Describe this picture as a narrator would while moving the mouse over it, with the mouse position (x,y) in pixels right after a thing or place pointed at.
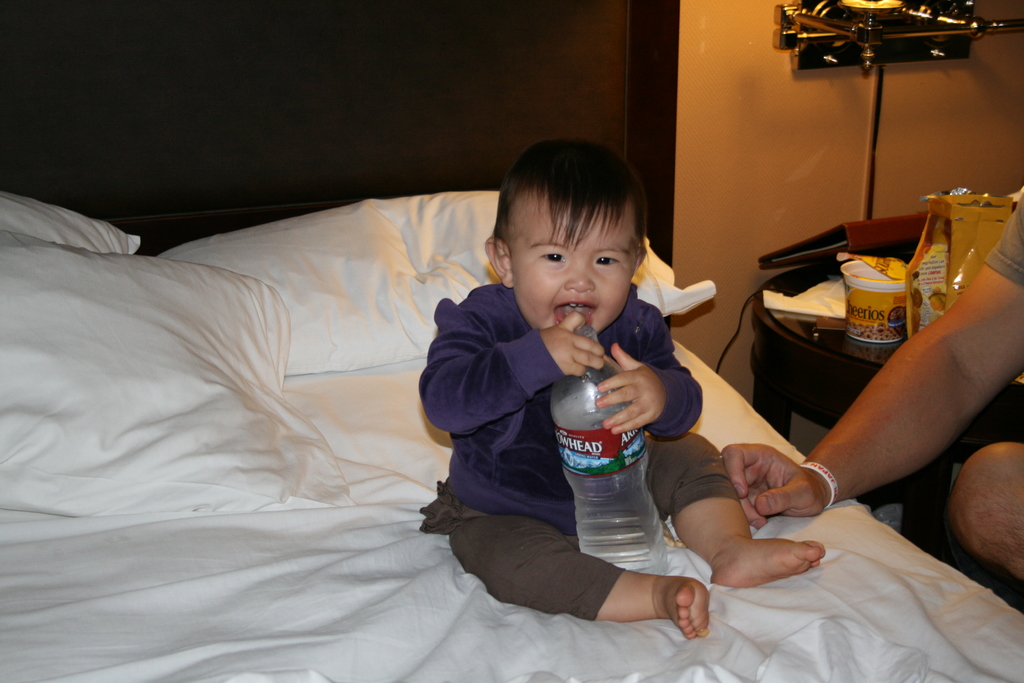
I could see a kid (582,349) with the water bottle (619,476) and persons hand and leg (963,473) and in the corner table (1008,432), i could see a food stuff (896,274) book (847,248) and lamp holder (858,33) and there is brown color pants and white color bed (224,560).
